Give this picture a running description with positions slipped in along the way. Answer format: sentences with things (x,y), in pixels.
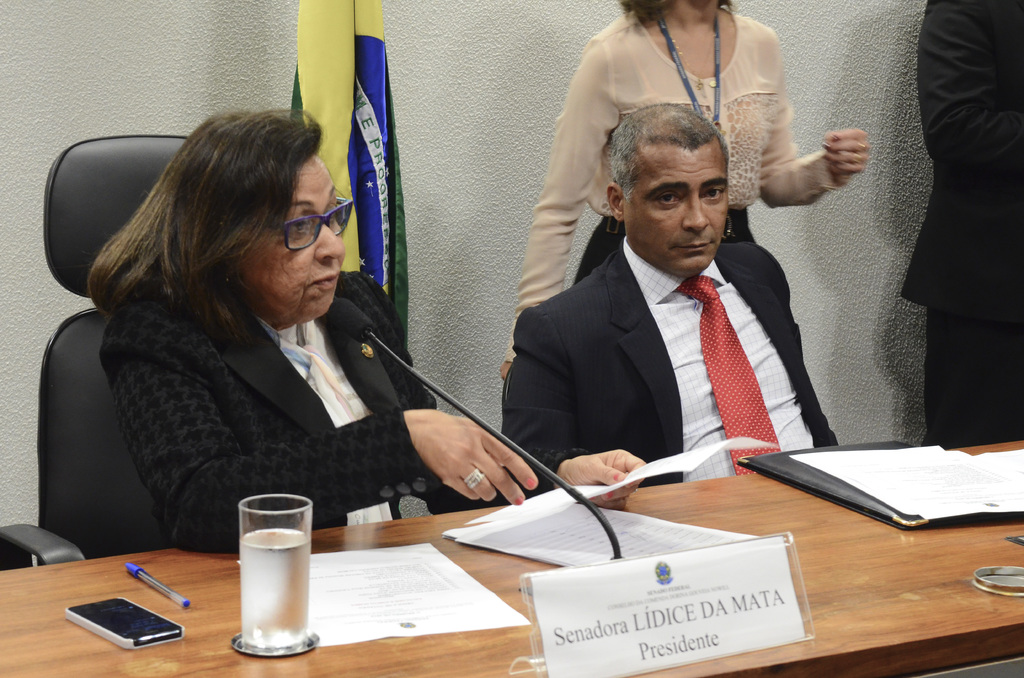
In this image there are people (549,197), flag (331,167), wall (525,162) and table (147,597). On the table (208,635) there is a mobile (145,613), pen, papers (941,464), file (815,479), name board (670,578), mic (343,331), glass of water (286,581) and objects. Among them two people (612,322) are sitting on chairs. A woman (261,322) is holding a paper (580,507). In the background (534,196) there is a wall (457,101), flag (339,89) and people (676,76).
